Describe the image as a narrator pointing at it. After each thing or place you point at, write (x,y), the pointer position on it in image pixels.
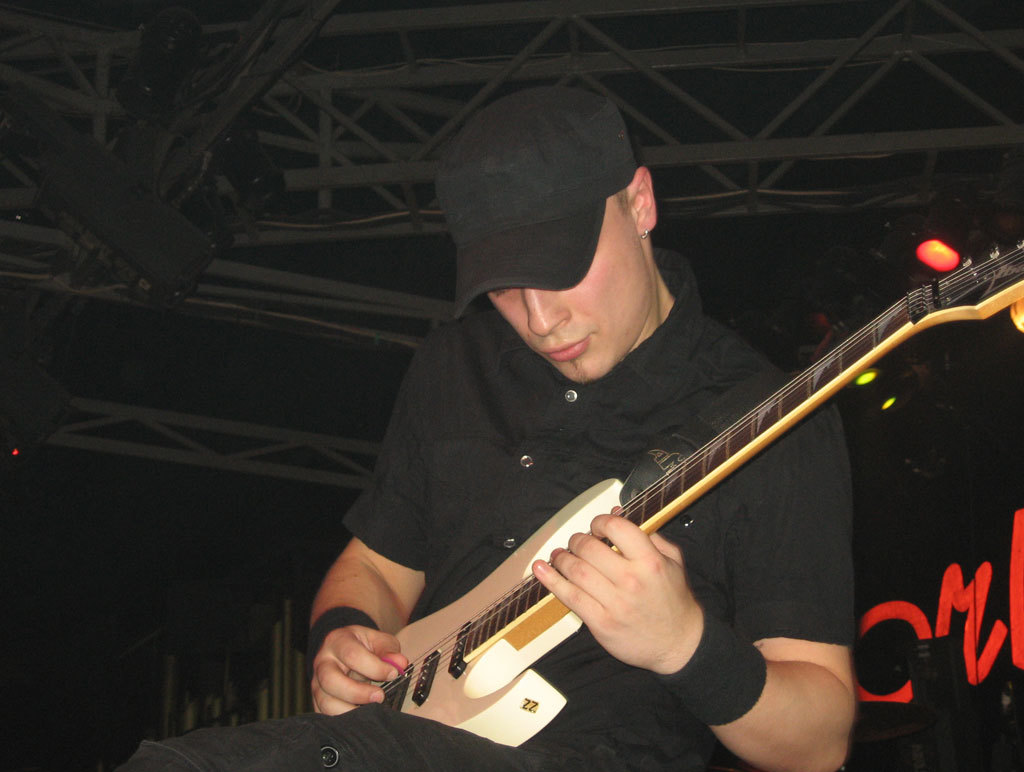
Here we can see a man (347,649) playing a guitar (552,607) and wearing a cap (546,209).
